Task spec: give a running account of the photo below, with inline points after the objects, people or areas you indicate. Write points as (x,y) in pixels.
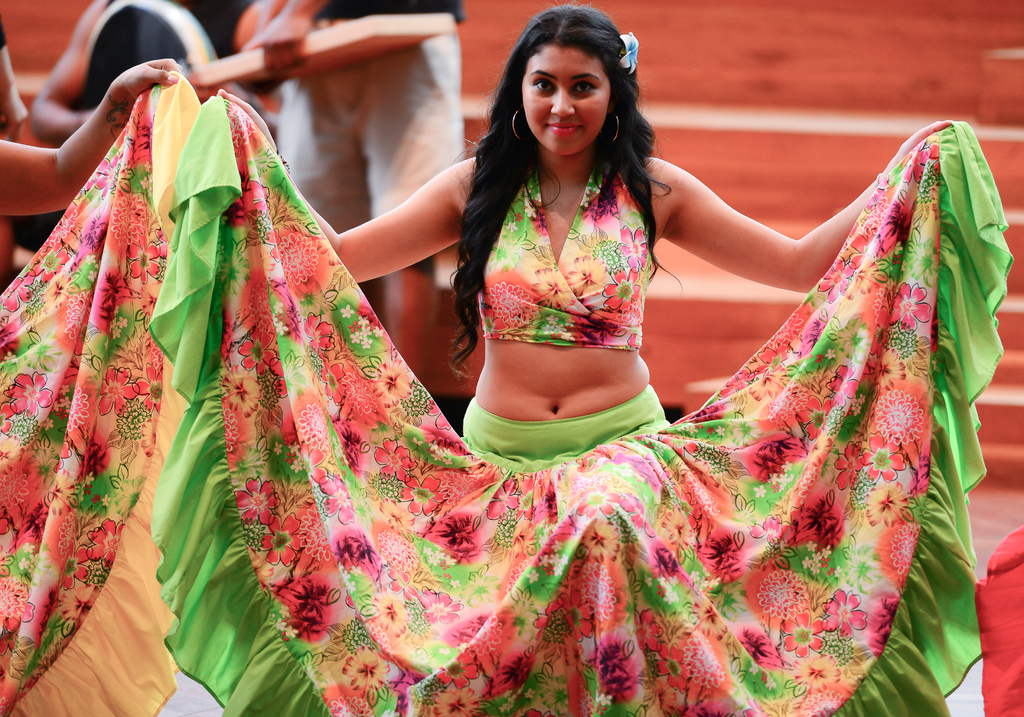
In the background (734,27) we can see stairs (476,12) and people (386,74). We can see a woman (751,272) standing and her hair (542,35) is long in black color. She is holding her skirt (213,107) with hands (924,127) and smiling.
